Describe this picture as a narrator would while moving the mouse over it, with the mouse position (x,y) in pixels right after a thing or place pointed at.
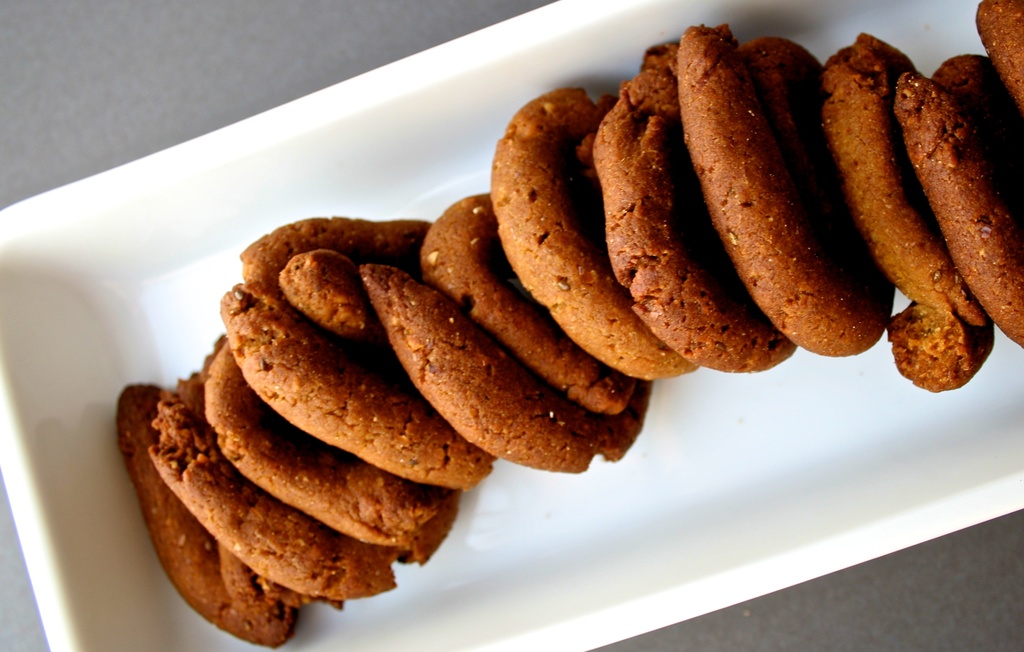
Here I can see few cookies (557,307) in a white color box (592,572). This box (548,594) is placed on a table (213,56). The cookies (303,322) are in brown color.
